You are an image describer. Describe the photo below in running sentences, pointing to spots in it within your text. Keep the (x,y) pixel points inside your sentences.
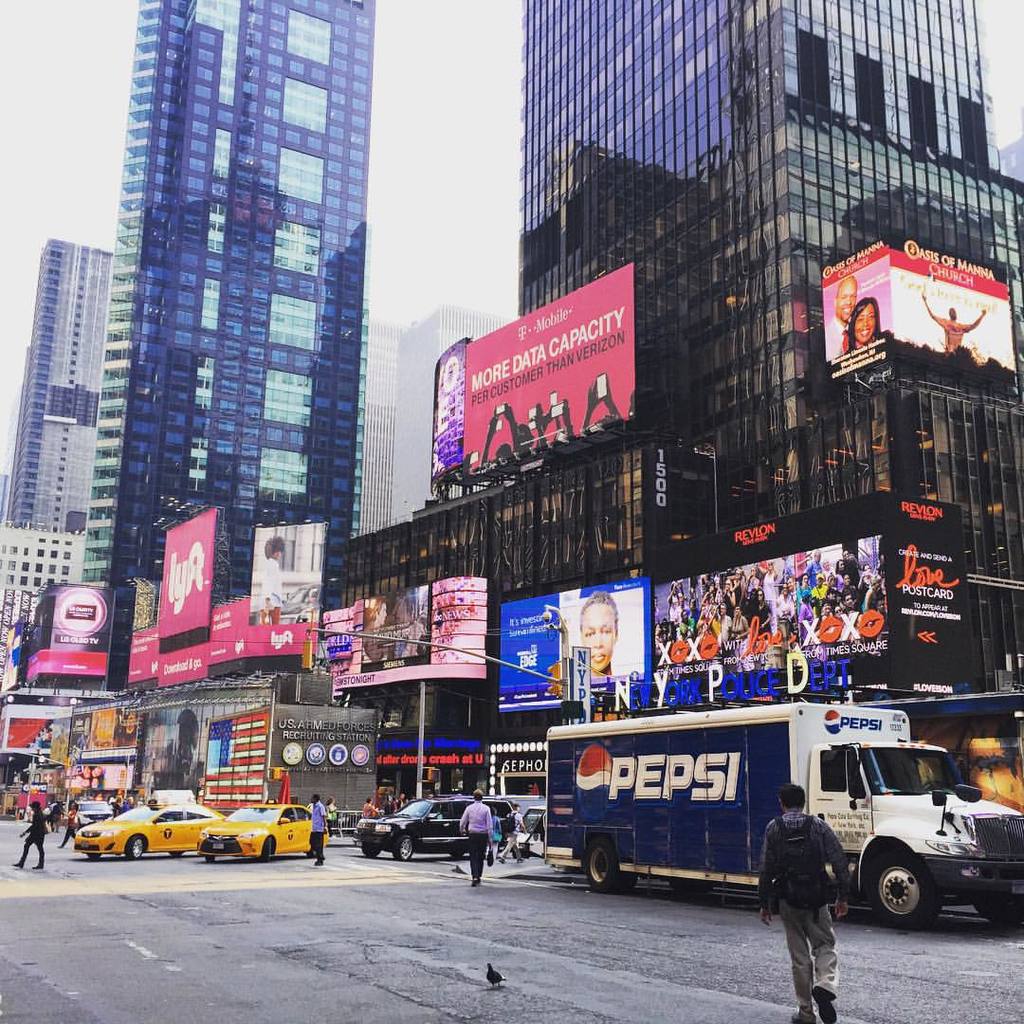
This picture is clicked outside. In the foreground (738,877) we can see the group of persons (799,868) and the vehicles (647,836). In the center (602,663) we can see the buildings (161,704) and there are some boards (209,572) attached to the buildings (964,237) and we can see the text (596,340) and the pictures (263,586) of some persons (747,594) on the boards (560,372). In the background (397,150) there is a sky (422,284) and the buildings (92,389).
